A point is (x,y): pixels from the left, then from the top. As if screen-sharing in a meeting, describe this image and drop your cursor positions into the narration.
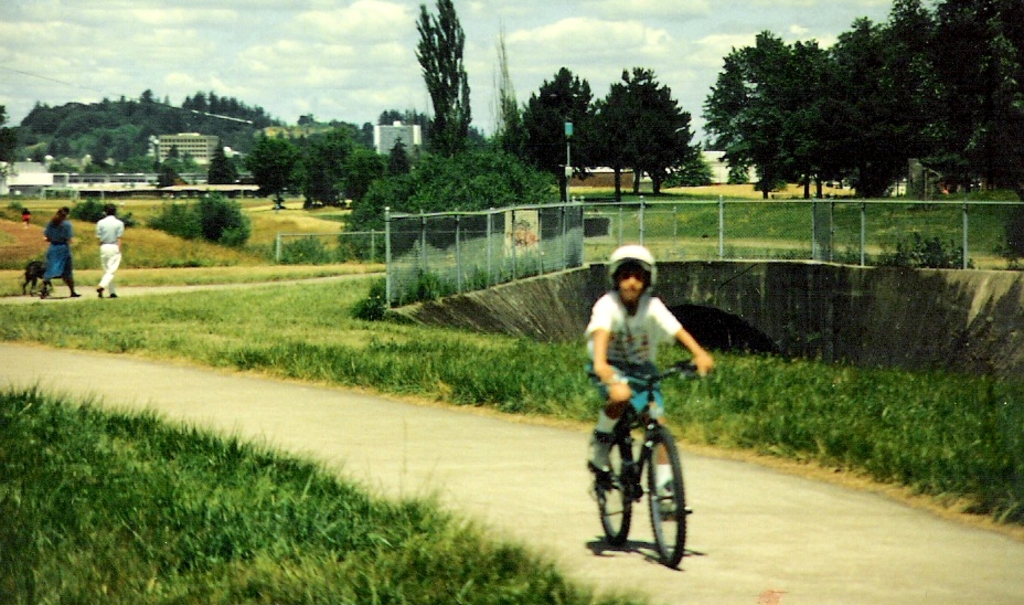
A boy (617,357) is riding a bicycle (622,424) wearing helmet (634,257). A couple (56,273) are walking along with a dog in the background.
